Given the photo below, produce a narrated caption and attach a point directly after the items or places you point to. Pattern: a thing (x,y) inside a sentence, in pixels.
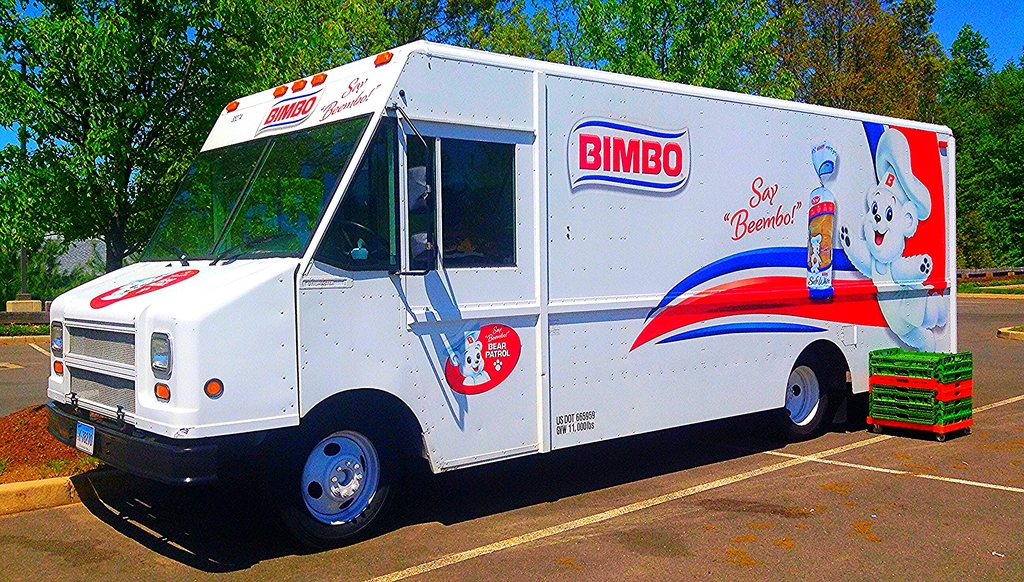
In this image there is a vehicle (600,400) on the road (845,464). There is an object (902,376) beside the vehicle (778,201). Background (423,5) there are few trees (772,65). Behind there is sky (976,15).
